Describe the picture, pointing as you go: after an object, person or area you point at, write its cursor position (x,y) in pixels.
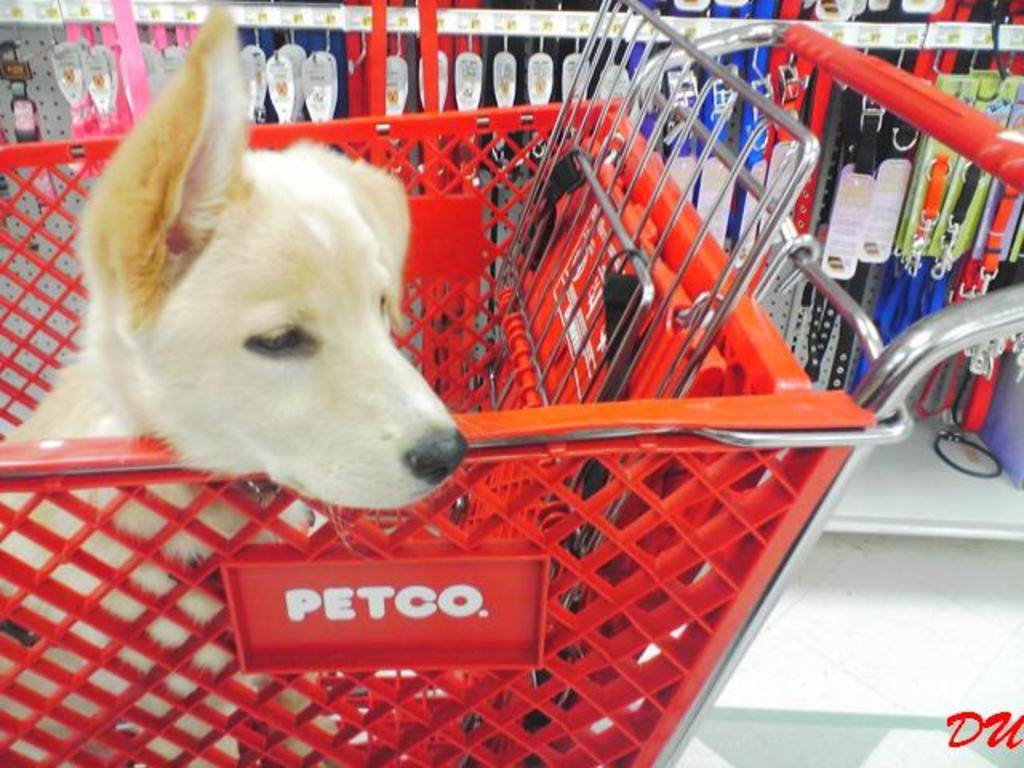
In this picture I can see a dog (270,341) in the trolley (744,268) and I can see few items (470,67) hanging looks like a store (24,38) and I can see text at the bottom right corner of the picture (982,722).
